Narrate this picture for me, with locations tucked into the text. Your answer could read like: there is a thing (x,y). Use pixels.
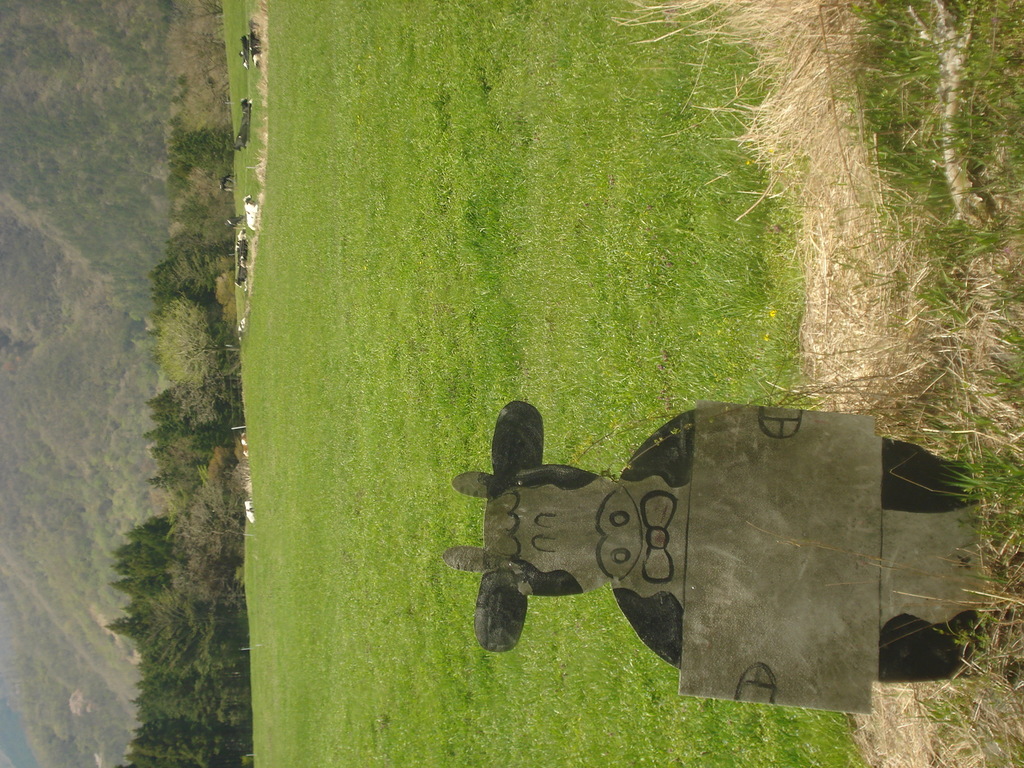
In the foreground of this image (736,578), there is a board (728,508) in the shape of cow. In the background (283,325), there is grass (283,325), animals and the trees (159,633).
